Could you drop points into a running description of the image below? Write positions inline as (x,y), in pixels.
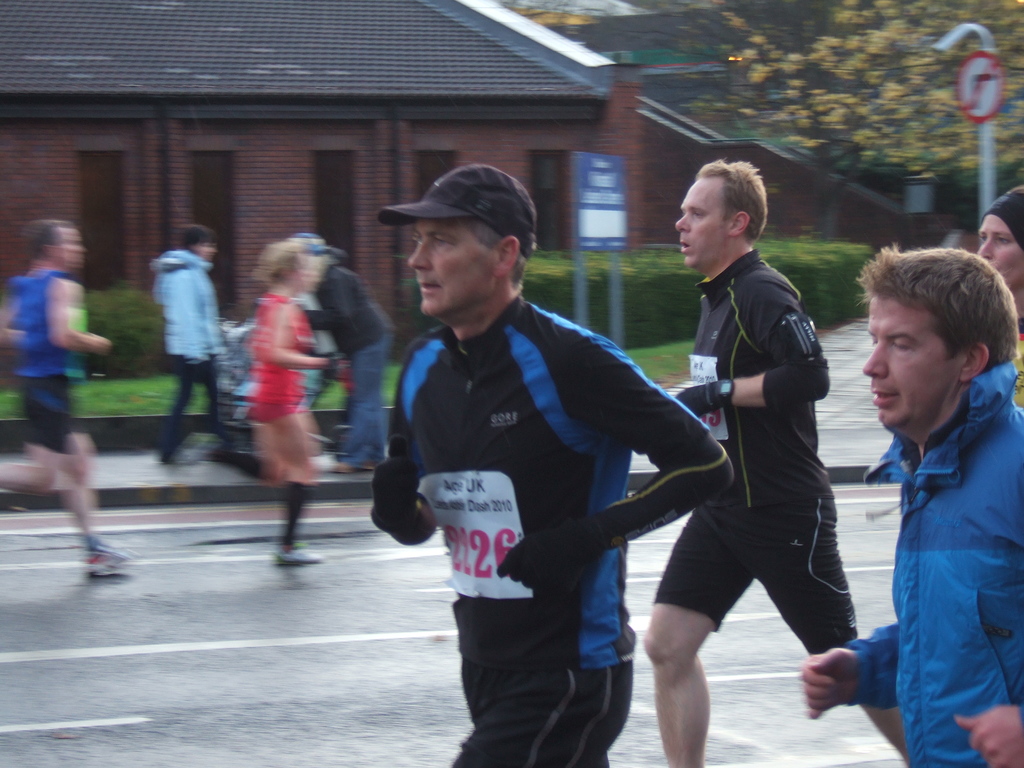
In this picture we can see a group of people (732,593) running on the road (423,560) and some are standing on a footpath (198,455), sign boards (582,209), house (148,35), trees (882,30).
